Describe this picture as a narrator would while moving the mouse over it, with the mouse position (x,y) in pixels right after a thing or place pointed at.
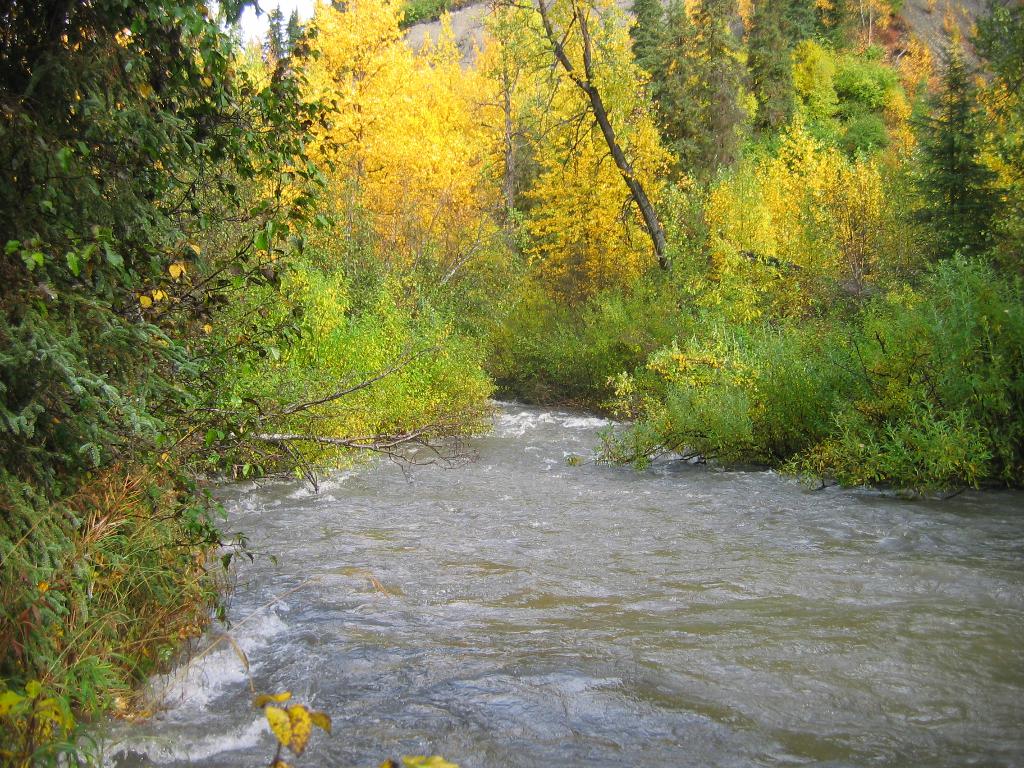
In this image, we can see so many trees (1006,86), plants (343,408) and water (643,591). Here we can see the sky (249,22).
